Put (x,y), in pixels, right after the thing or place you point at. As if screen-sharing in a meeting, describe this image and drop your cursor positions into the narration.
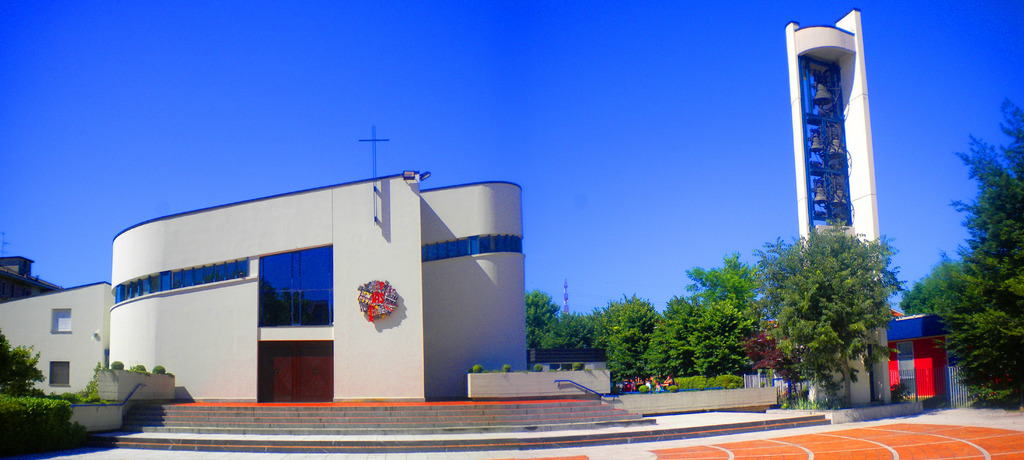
There is a building (277,270) with door (287,371) and steps (271,414). Also there are plants (88,389). On the right side (832,216) there is a tower (837,204) with bells (824,193). There are trees (976,273). In the background (534,50) there is sky (417,22).
